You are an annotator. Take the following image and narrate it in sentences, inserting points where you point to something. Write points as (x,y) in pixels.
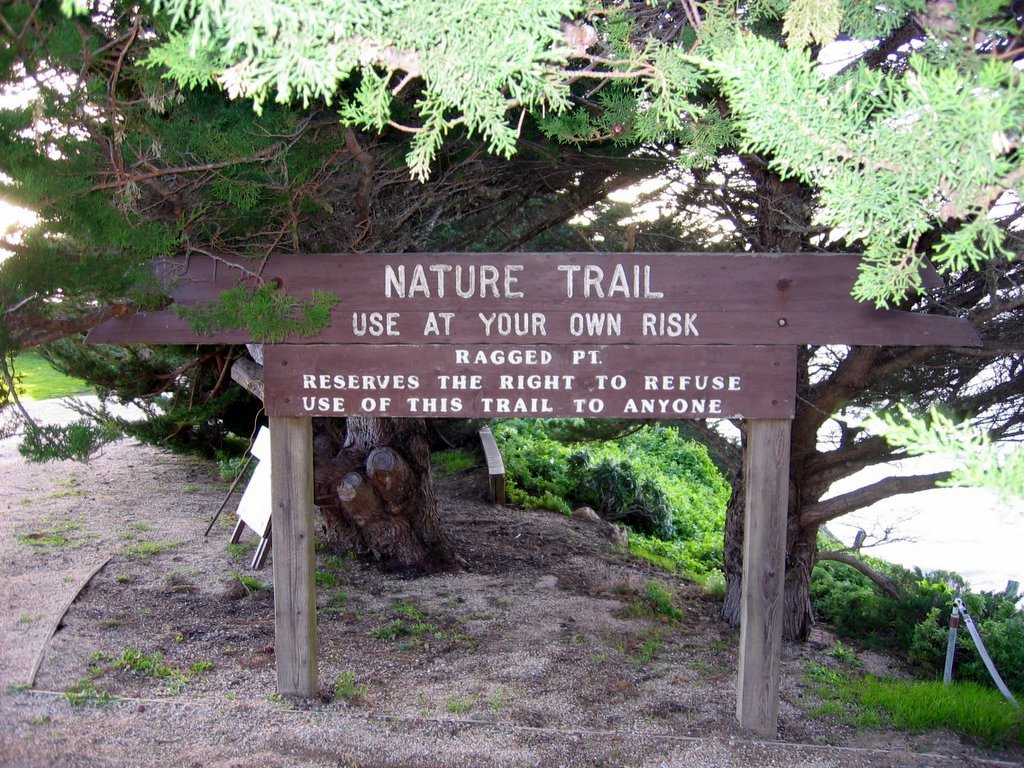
There is a wooden board (360,362) with poles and something is written on that. In the back (499,239) there are trees (724,444) and plants (674,521).
